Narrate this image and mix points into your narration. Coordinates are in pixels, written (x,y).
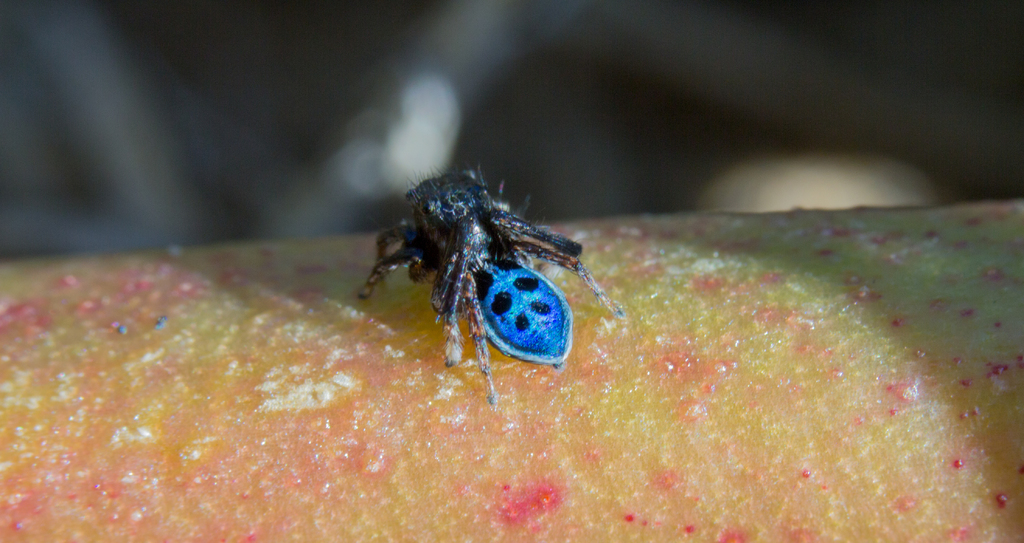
In image I can see an insect (510,264) on a food item (505,429). The background (202,127) is blurred.
